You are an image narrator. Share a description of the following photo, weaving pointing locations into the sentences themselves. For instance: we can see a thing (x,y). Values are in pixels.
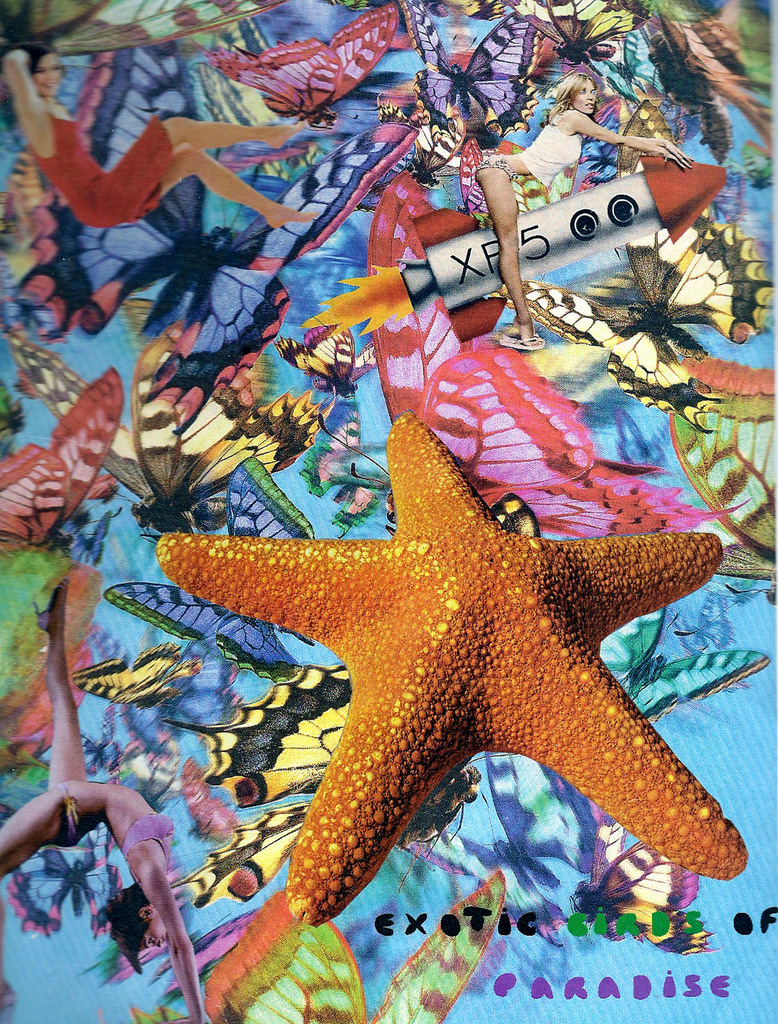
In this image there is a starfish (395,678). Behind the starfish (408,553) there are paintings (242,217) of different objects (259,276) and people (138,812). There is some text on the right side of the image (582,927).
